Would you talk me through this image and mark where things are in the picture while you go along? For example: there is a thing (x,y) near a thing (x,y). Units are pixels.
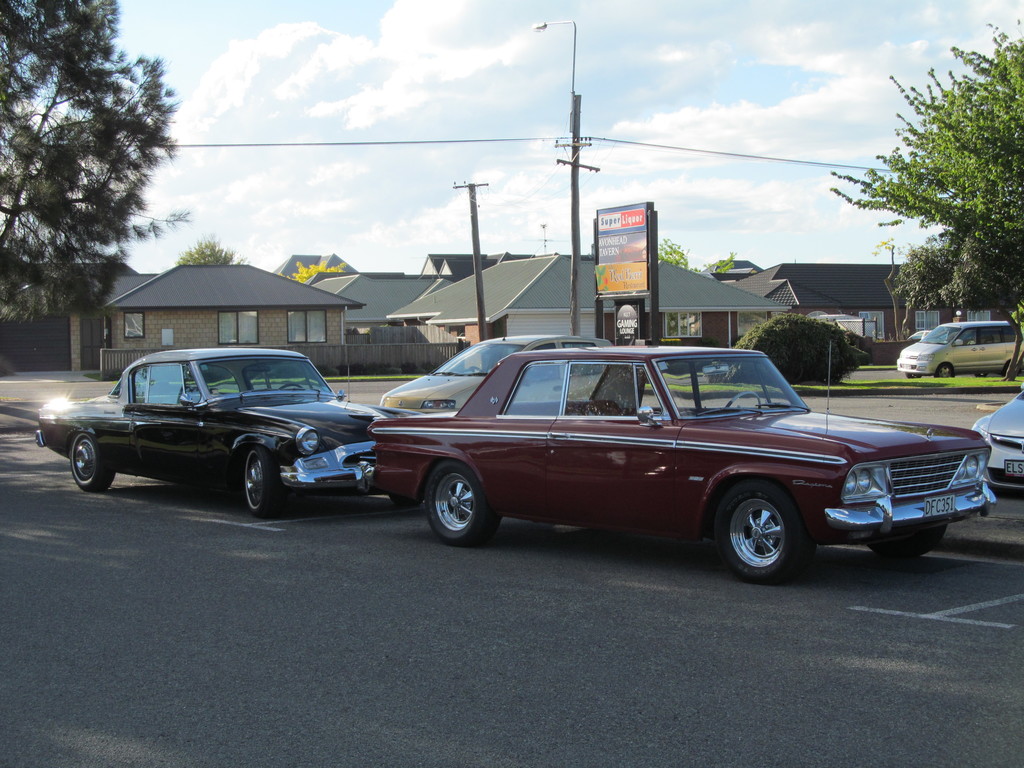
In this picture there is a road (377,505) at the bottom (688,609). On the road (672,678) there are two cars (461,441) which are in red and black in color. Behind them there are vehicles (1012,333), poles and a board (629,320). In the background (160,327) there are houses (681,325), trees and a sky (311,179).
